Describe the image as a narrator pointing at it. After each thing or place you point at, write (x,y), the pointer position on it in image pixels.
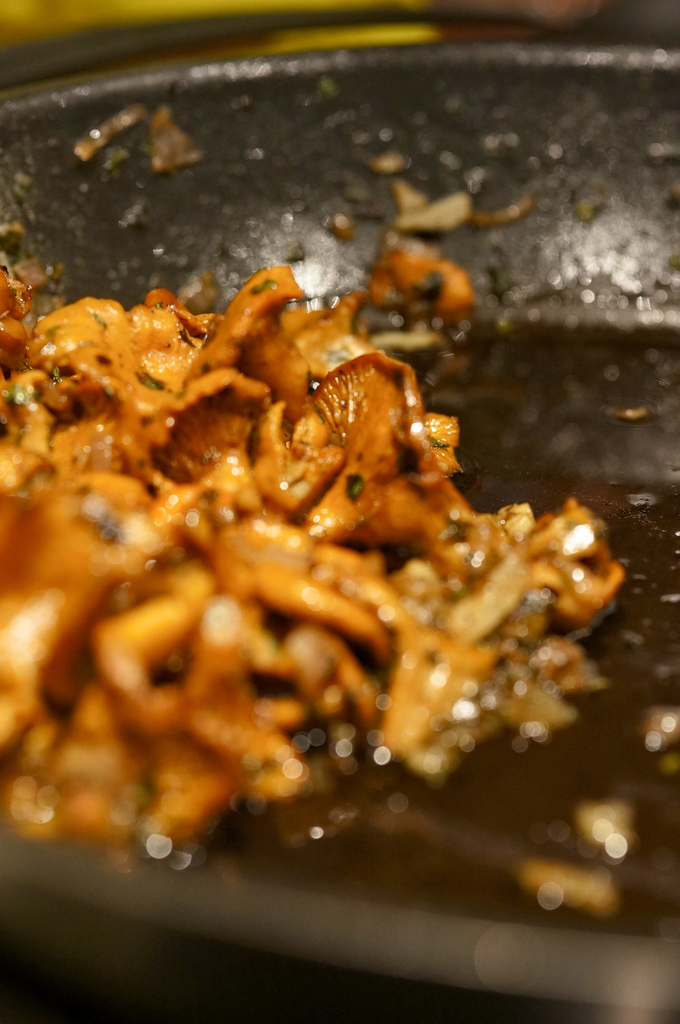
In this image we can see a food item (144,607) in the black color pan (511,778).
